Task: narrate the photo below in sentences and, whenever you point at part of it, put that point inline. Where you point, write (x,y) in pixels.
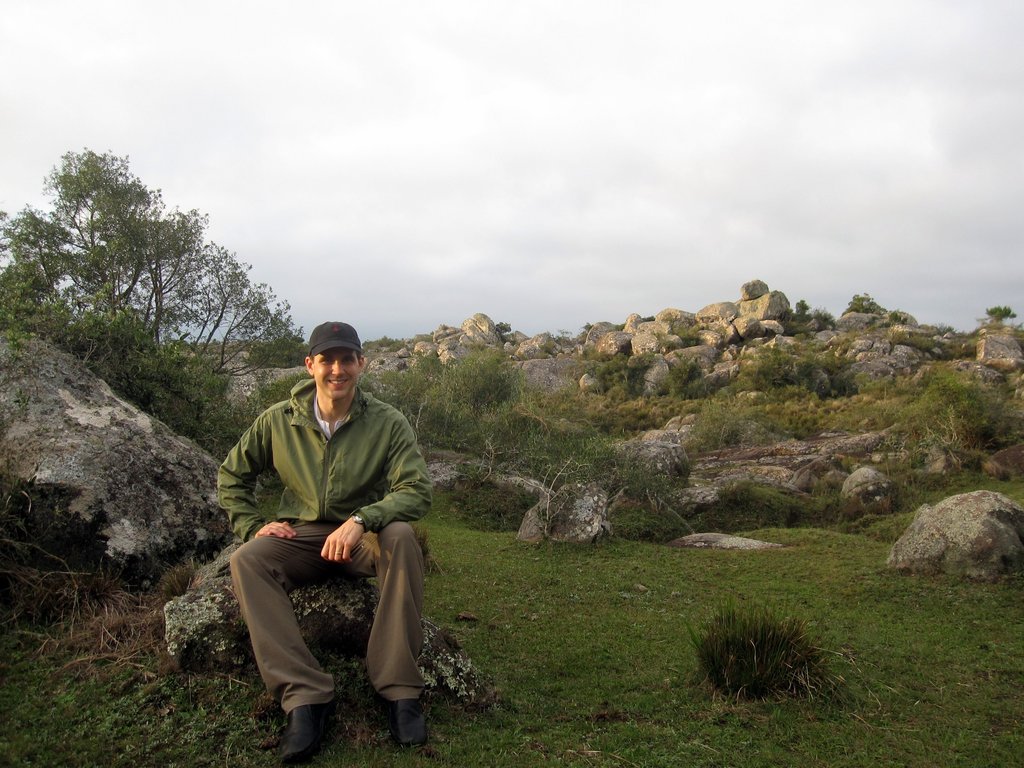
In this image in front (311,404) there is a person (359,438) wearing a smile on his face (346,382). At the bottom of the image (660,568) there is grass (670,581) on the surface (632,584). In the background of the image (606,433) there are trees (219,256), rocks (641,327) and sky (582,153).
